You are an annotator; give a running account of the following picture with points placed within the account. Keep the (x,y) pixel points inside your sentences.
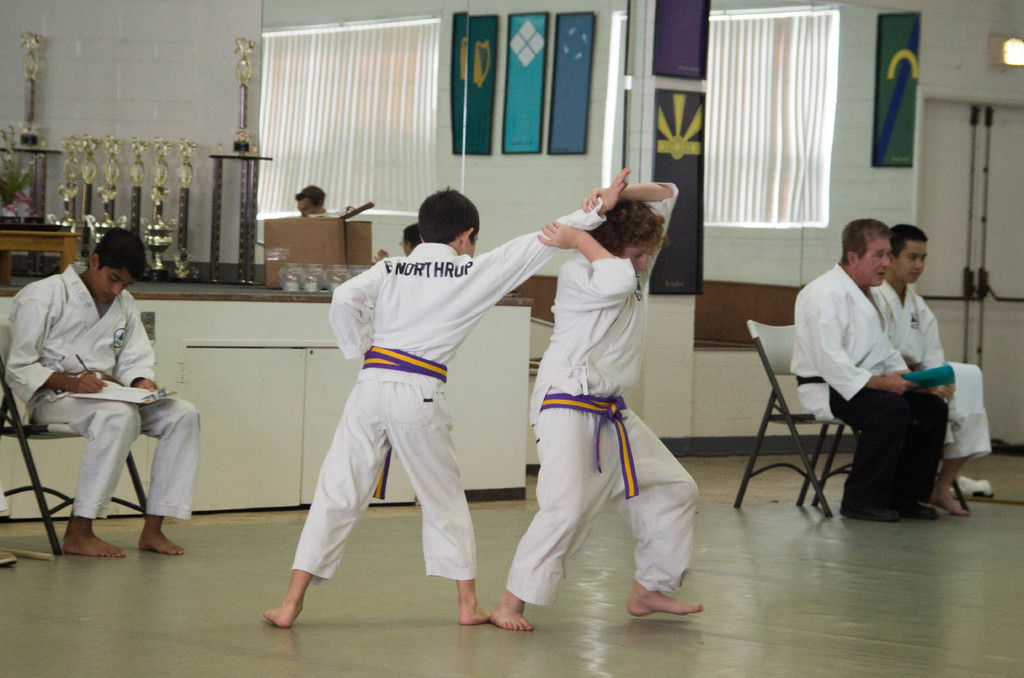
In the middle of the image (345,323) two kids (445,193) are doing martial arts. Behind them few people (907,269) are sitting on chairs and holding something (159,396) in the hand (84,377) and he is holding pen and paper (148,390). Behind them we can see a table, on the table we can see some objects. Behind the table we can see a wall (852,1), on the wall (855,20) we can see some banners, window (369,60) and curtains (393,192).
